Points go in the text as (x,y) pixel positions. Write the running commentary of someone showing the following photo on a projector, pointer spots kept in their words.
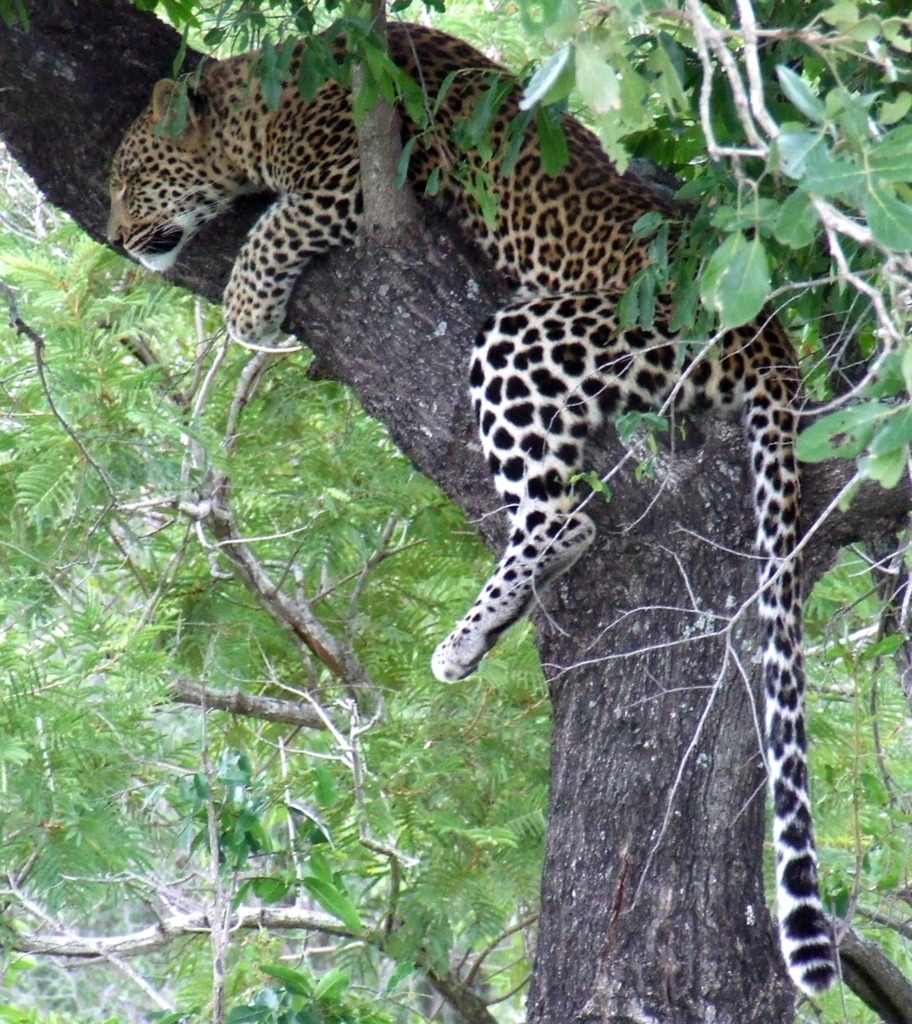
In this image we can see leopard (575,364) which is on the tree (592,945). In the background (862,364) we can see branches (20,874).
